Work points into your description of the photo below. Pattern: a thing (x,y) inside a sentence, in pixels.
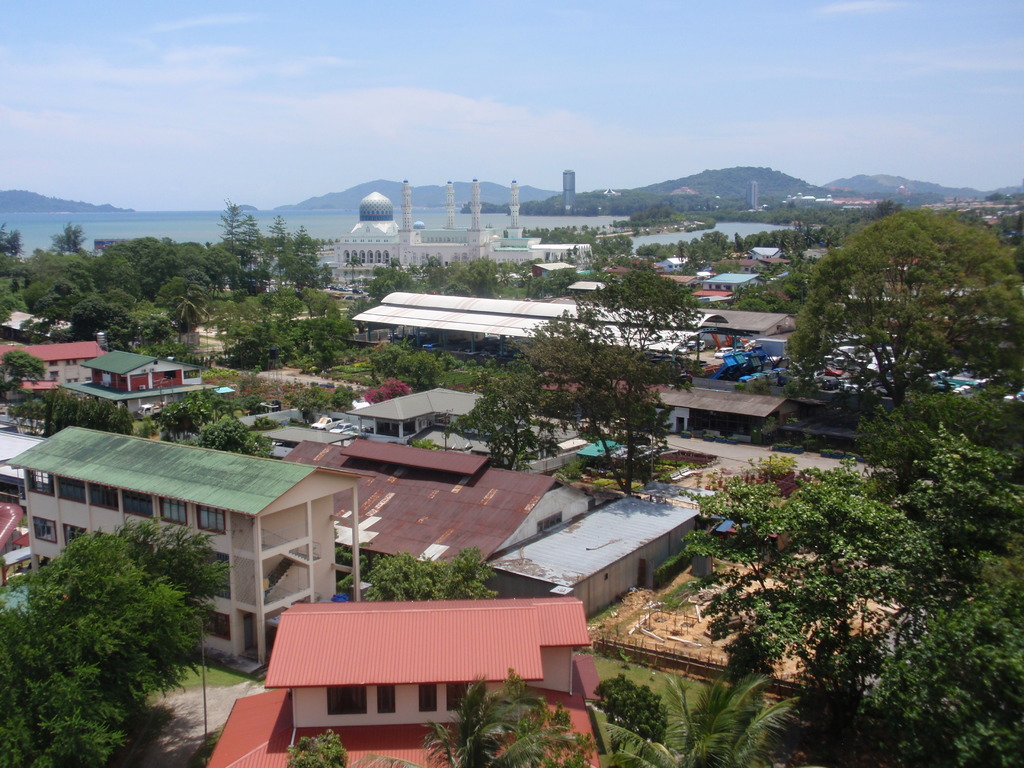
Here there are trees (974,550), houses (434,519), buildings (422,460) and a sky (625,114) is present.
